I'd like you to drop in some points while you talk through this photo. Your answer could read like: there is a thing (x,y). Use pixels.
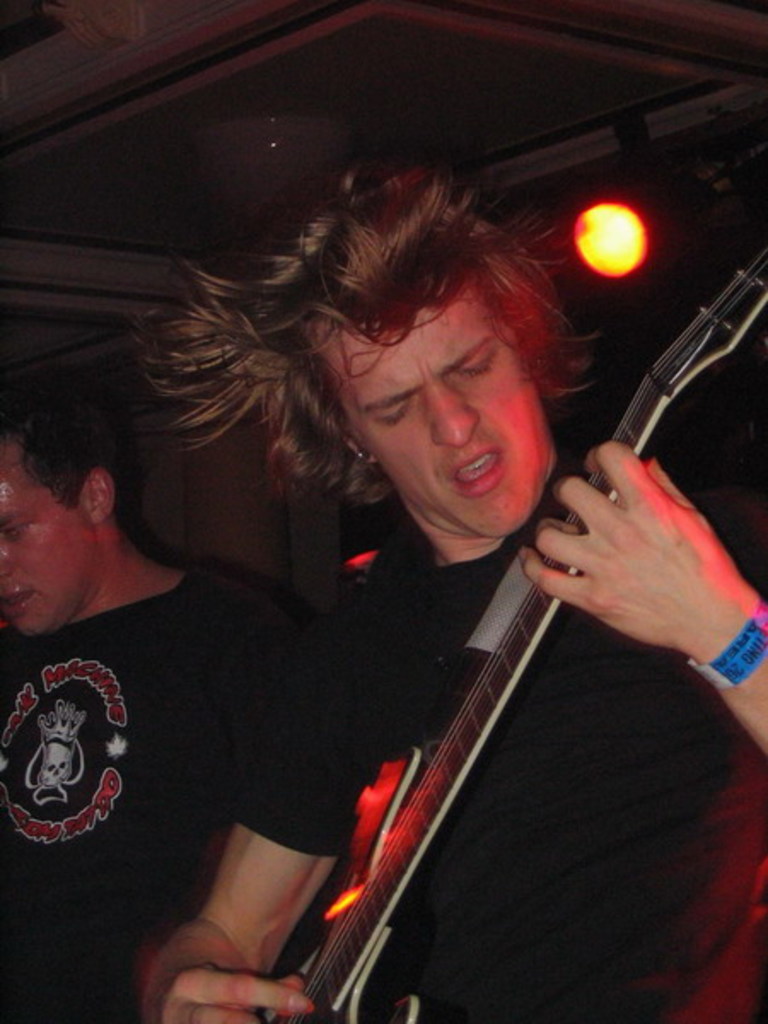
There is a man (437,905) in black costume (482,860) playing guitar (324,983) and other man (43,961) standing beside him. At their back there is a yellow color flashlight (638,256) focusing on them.
